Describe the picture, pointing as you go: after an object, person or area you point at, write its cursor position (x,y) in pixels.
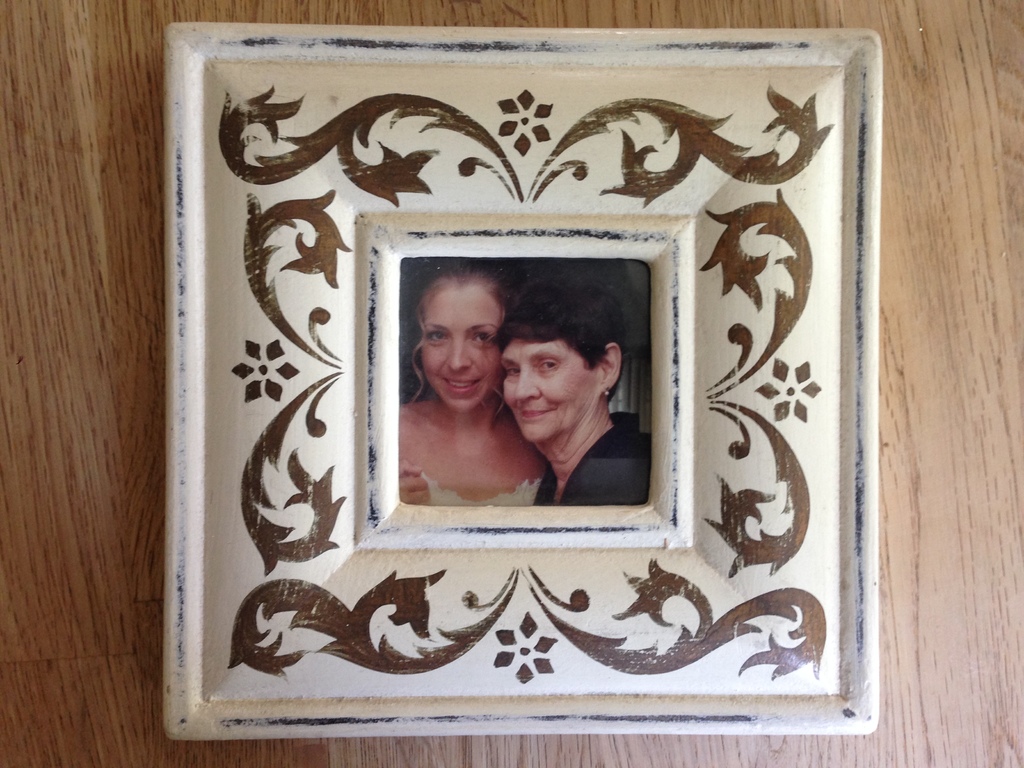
In this image we can see a photo frame (486,68) placed on the wooden surface (84,428).
